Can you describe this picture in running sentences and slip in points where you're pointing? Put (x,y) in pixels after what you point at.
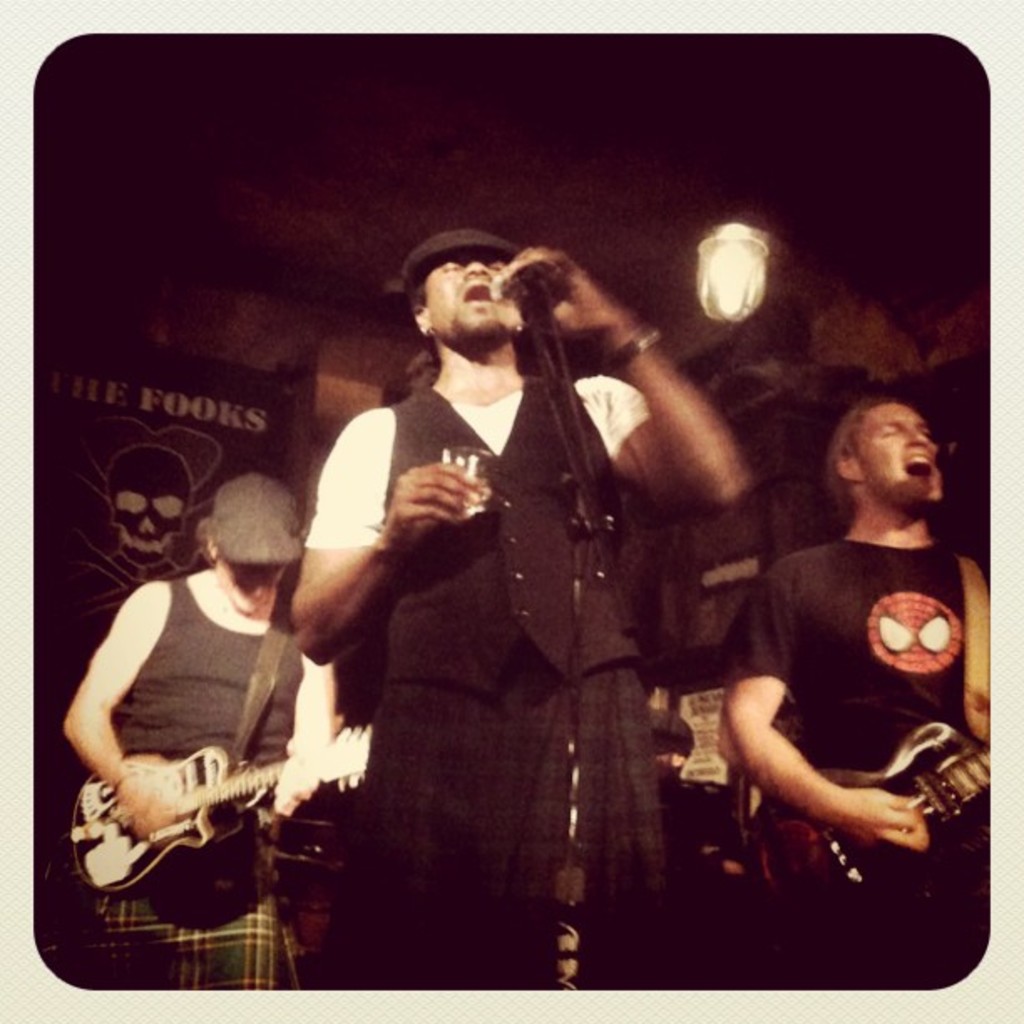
In the image we can see there are three men (613,673), two of them are holding a guitar (270,777) in their hand (284,770) and the man (572,467) who is in middle (555,401) is holding a mike (552,312) and singing. Behind them there is a hoarding (149,392) on which it's written "The Fooks" and there is a light (718,262) on the top (743,241).
